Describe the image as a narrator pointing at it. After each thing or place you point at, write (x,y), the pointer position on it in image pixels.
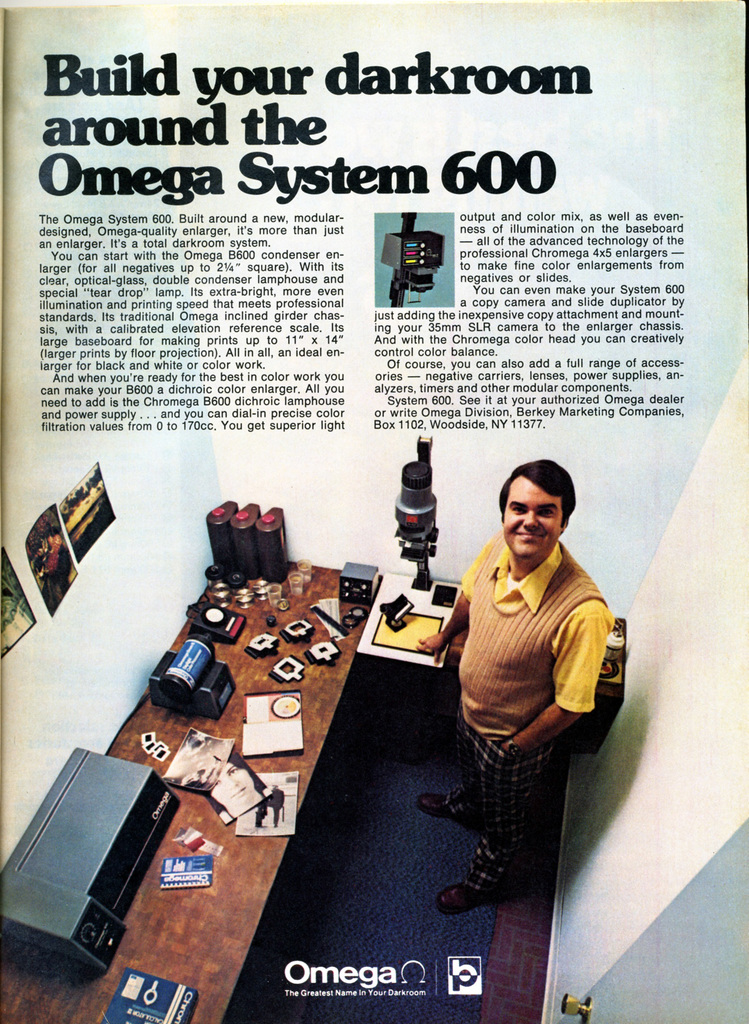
In this image there is a man (495,681) standing, there is floor (461,951) towards the bottom of the image (456,861), there is a mat (414,858) on the floor (405,826), there is text (403,972) towards the bottom of the image (351,976), there are tables (338,695), there are objects (285,663) on the tables (184,937), there is a wall (704,718) towards the right of the image (699,671), there is a door (655,983) towards the right of the image (669,964), there are objects (62,560) on the wall (67,596), there is text (320,233), the background of the image (325,506) is white in color.
